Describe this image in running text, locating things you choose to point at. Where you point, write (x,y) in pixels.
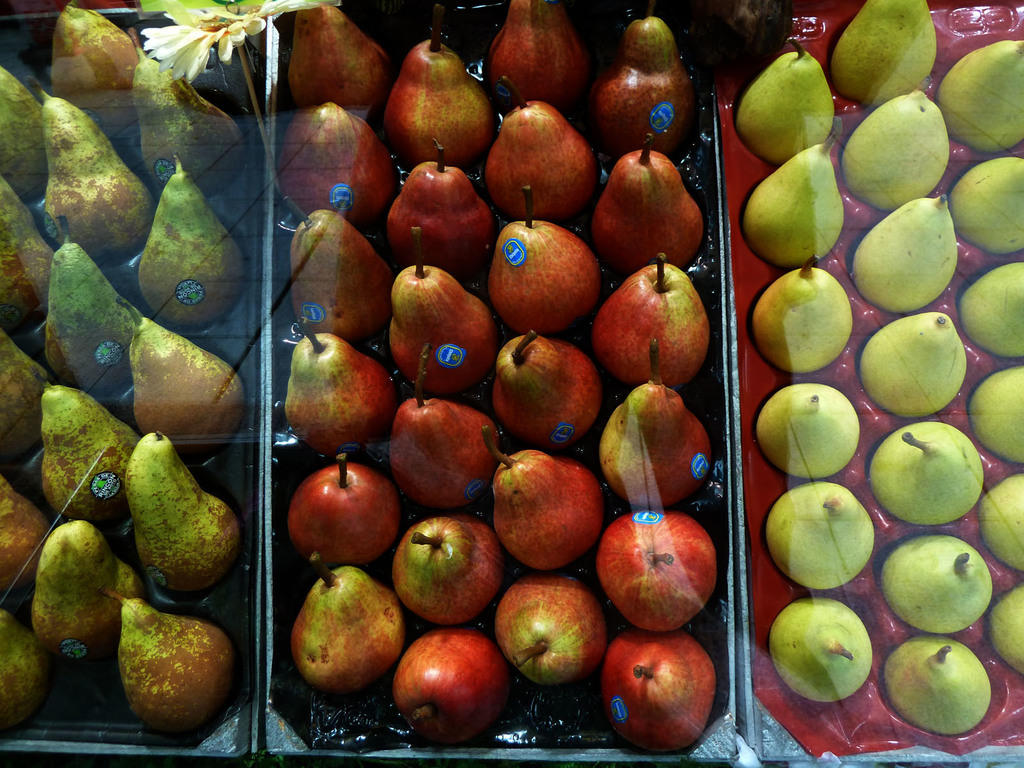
In this image, I can see the bunches (228,145) of different types of pears (602,325), which are placed in the trays (305,723). These are the stickers (463,360), which are attached to the pears (462,457). This looks like a flower (188,51).
